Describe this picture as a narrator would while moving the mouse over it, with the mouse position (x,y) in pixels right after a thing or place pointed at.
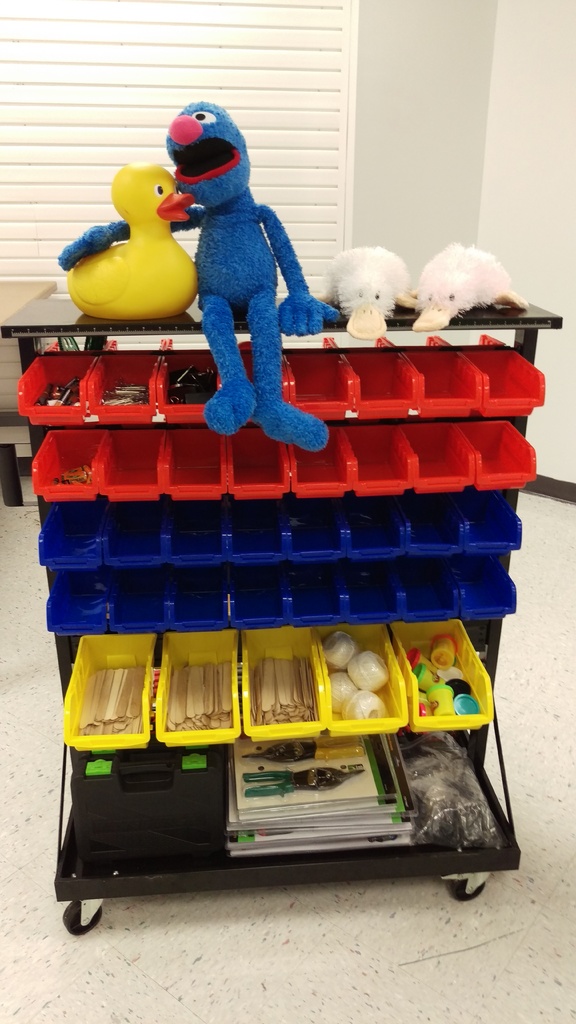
In this image there are few toys (251,300) and some objects (262,674) are arranged in a rack (291,504).
